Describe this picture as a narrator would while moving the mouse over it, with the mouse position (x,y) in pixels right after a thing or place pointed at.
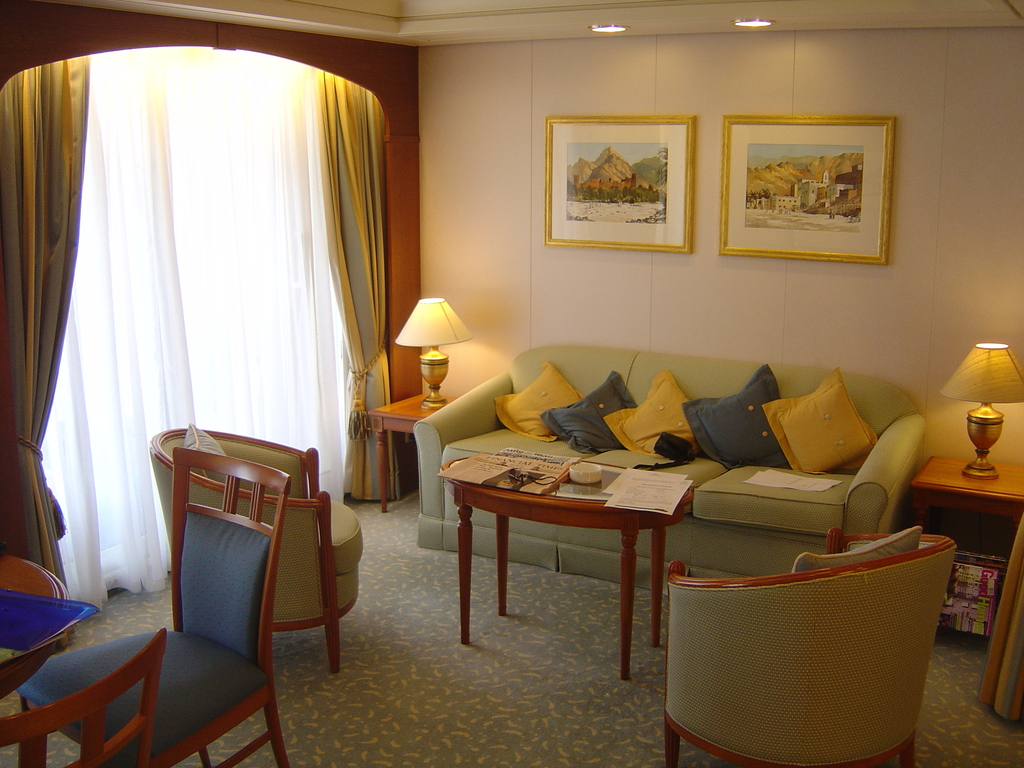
This image has a sofa (880,422) at the middle of the image (634,368) with different colours of cushions (852,437) on it. There is a table (459,484) with few papers (555,486) and bowl (589,480) on it. Left side (325,536) there are few chairs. Right side (1001,468) there is a table (1000,485) on which a lamp (988,476) is there. To the wall (473,351) there are few picture frames (553,164) attached. Left side (287,143) curtains (46,544) are there.
